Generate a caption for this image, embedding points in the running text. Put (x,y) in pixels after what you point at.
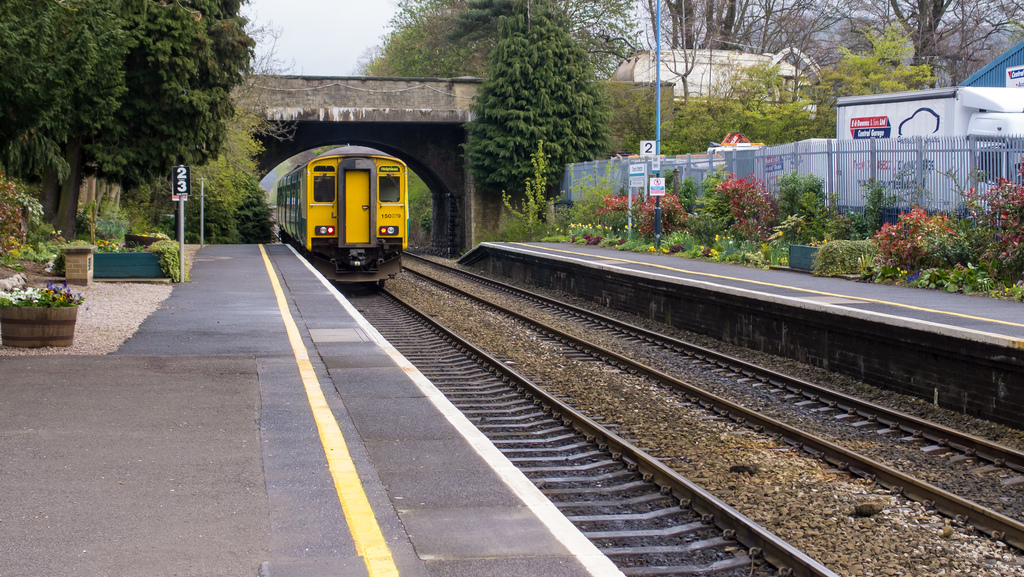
In the center of the image (345,208) there is a train (385,275). There is a railway track (570,395). To the left side of the image (203,253) there is a platform (188,282). There are trees (200,156). To the right side of the image (736,212) there are plants (606,229). There is a fencing (954,189). There is a truck (969,114). There is a bridge (332,103) in the background of the image (324,103). There is sky (333,44).
